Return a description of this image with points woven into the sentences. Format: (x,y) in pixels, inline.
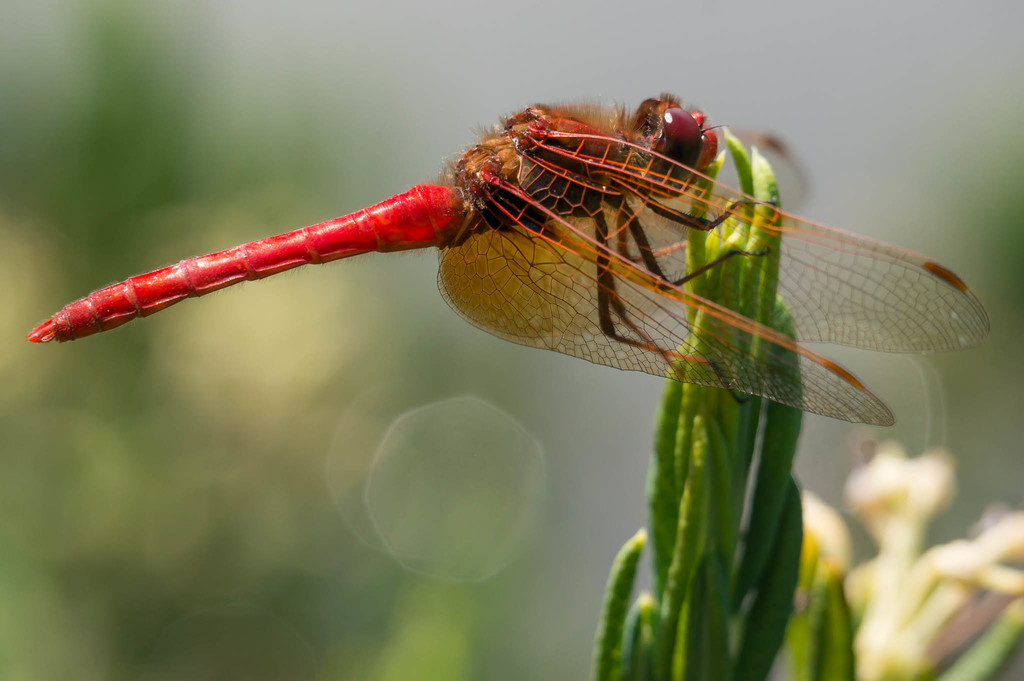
In this image in the foreground (710,172) there is one dragonfly (489,219) on the plant (709,492), and in the background (959,540) there are some plants (832,545).
